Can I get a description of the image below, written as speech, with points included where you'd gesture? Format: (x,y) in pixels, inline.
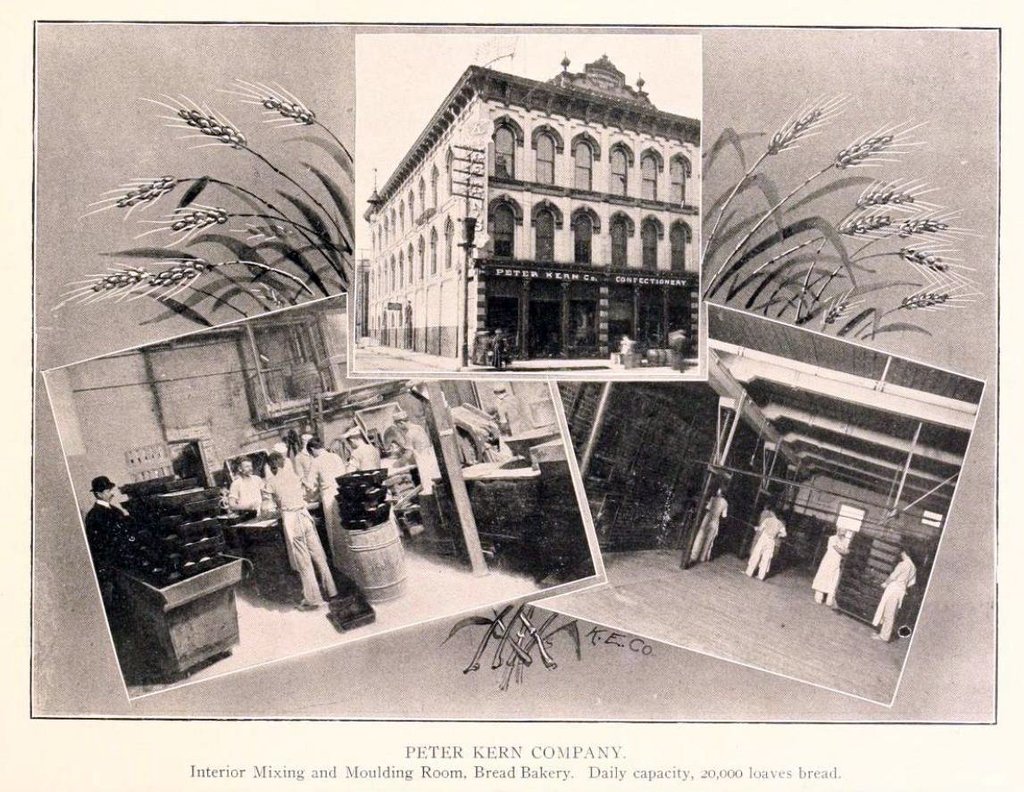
In this image we can see the collage black and white pictures. In this we can see a building (642,301) and a group of people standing on the floor (448,586). On the backside (330,297) we can see the picture of a plant (798,232). On the bottom of the image (577,757) we can see some text (430,754).
